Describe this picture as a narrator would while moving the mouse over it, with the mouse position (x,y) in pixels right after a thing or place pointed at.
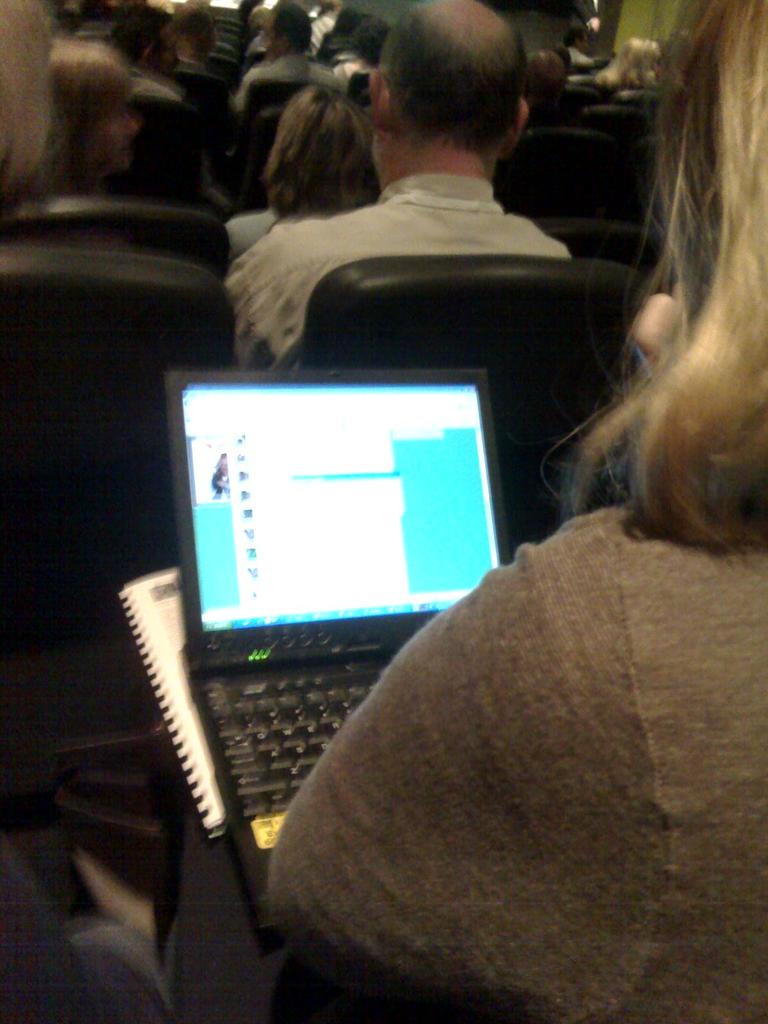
In this image there is a laptop (218,610) and book (163,608) hold by a person (728,65), and the back ground (480,13) there is another group of people (274,264) sitting in the chair (502,330).
